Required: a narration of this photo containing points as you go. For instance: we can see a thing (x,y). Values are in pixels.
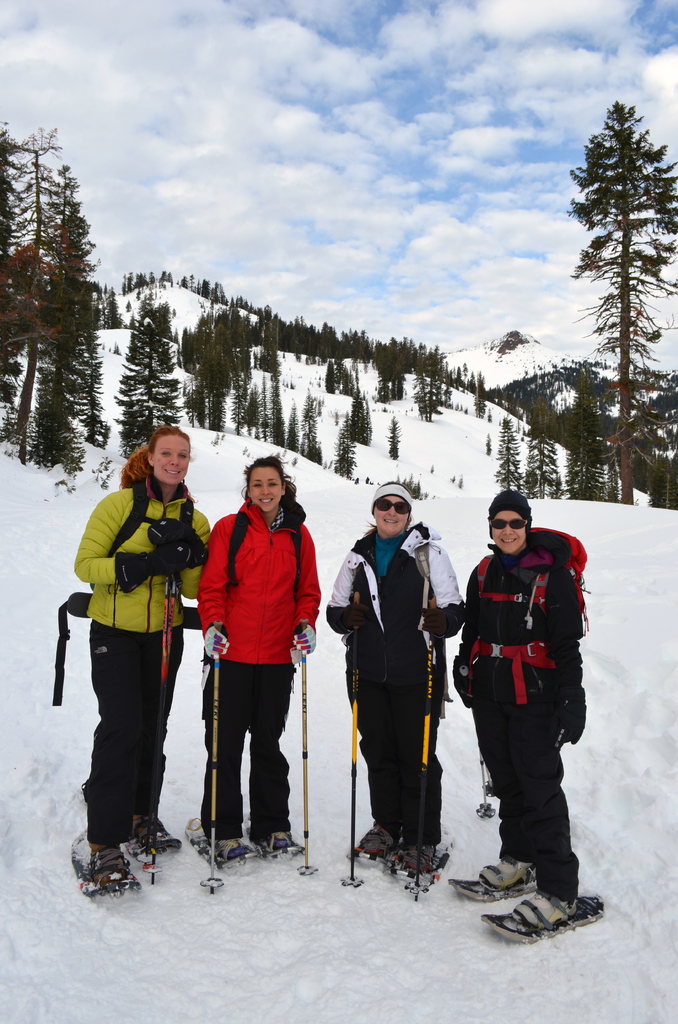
4 people (260,693) are standing on the snow (315,976), holding sticks (307,784) in their hand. behind them there are trees (72,402) and the sky (321,223) is cloudy.
